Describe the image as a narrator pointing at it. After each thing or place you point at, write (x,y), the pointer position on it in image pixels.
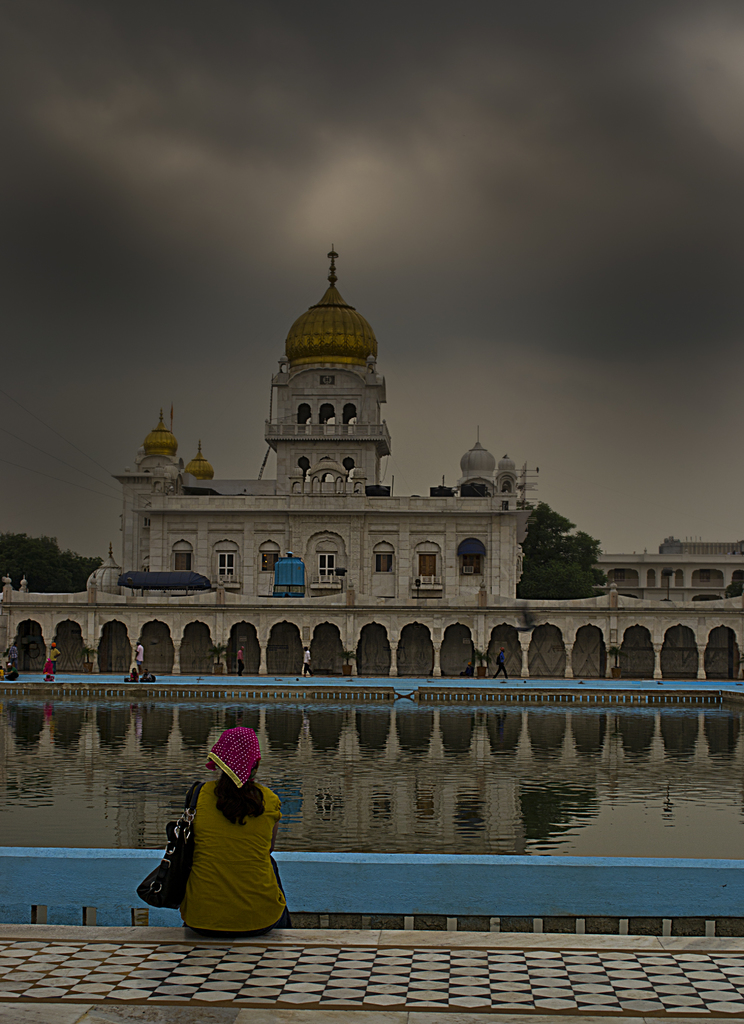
In this image at the bottom (231,812), there is a woman (233,841), she wears a yellow t shirt (244,886) and handbag (182,847), she is sitting. In the middle (365,624) there is a building (226,671), pillars (394,656), some people (132,680). At the bottom (454,784) there is water (500,799). At the top (368,166) there is sky (352,184), clouds (278,185) and trees (43,542).
